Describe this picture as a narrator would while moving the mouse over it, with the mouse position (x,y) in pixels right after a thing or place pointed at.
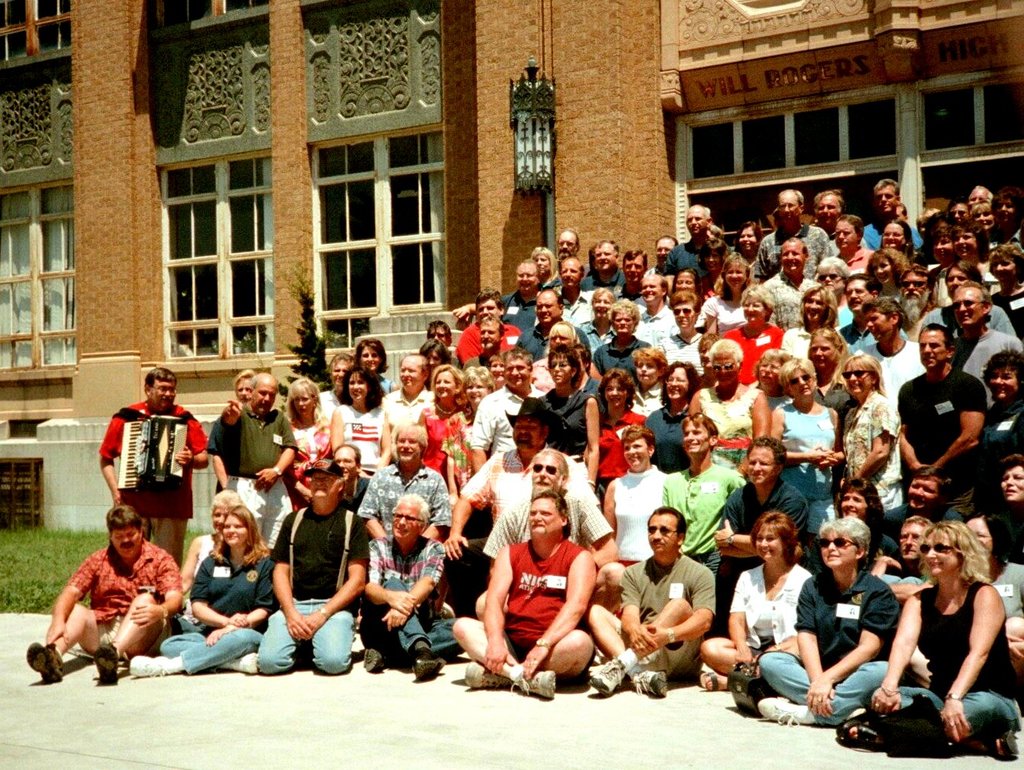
This picture shows a group of people (723,495) standing and few are seated and we see a tree (320,357) and we see grass (6,550) on the ground (5,599) and we see few people (428,625) wore spectacles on their faces (567,378) and few wore sunglasses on their faces (553,479).
